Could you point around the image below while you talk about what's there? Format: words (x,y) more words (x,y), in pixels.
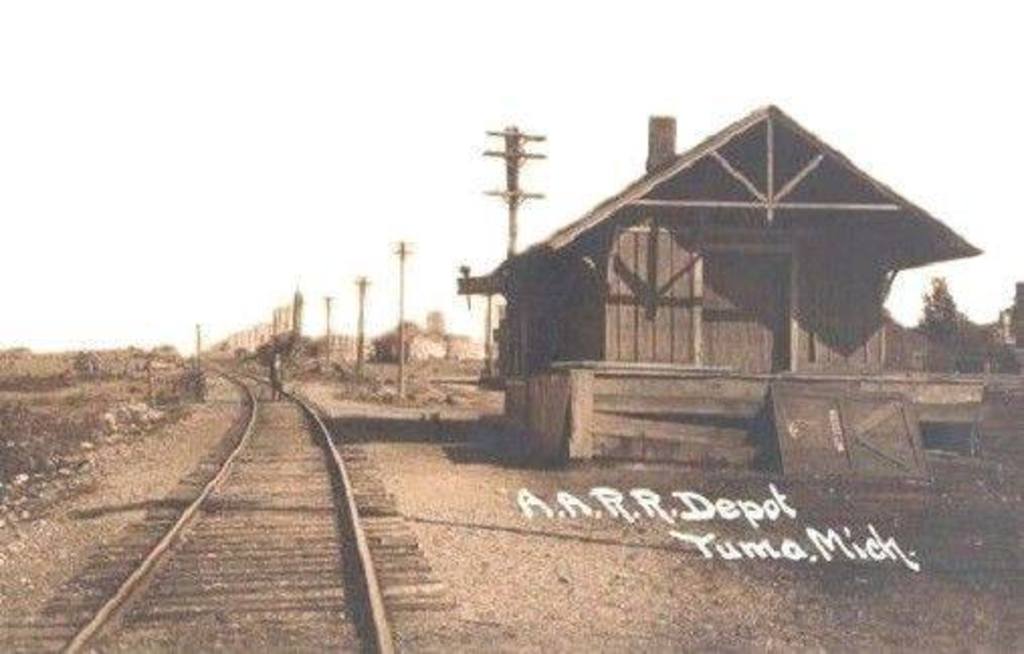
It is an edited image and in this image we can see the house (689,272), trees (248,355), electrical poles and also a person (276,383) standing on the railway track (303,541). We can also see the text (711,520). Sky (895,96) is also visible.
